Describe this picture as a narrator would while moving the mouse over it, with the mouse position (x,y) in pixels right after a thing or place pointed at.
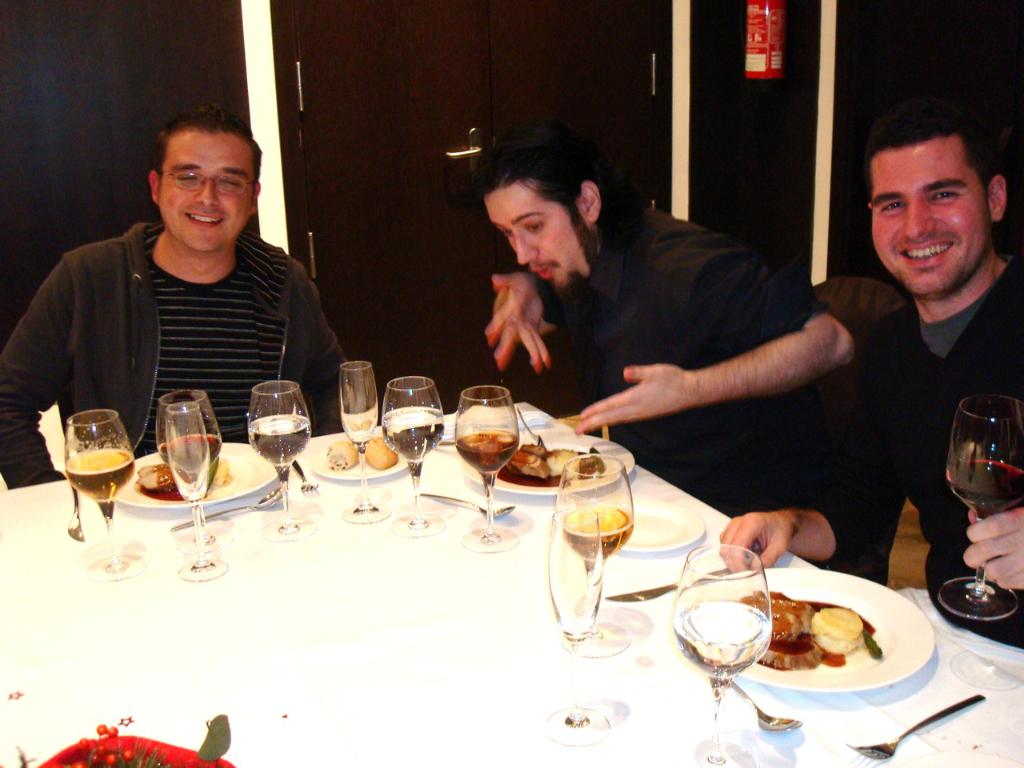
In this image we can see three persons (661,290) sitting on a chair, in front of them there a table (394,516) with glasses (482,440), food items (512,467), plates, knives (638,598), forks (895,747) on it. A person (945,386) holding a glass (963,469) of wine (1006,486).
